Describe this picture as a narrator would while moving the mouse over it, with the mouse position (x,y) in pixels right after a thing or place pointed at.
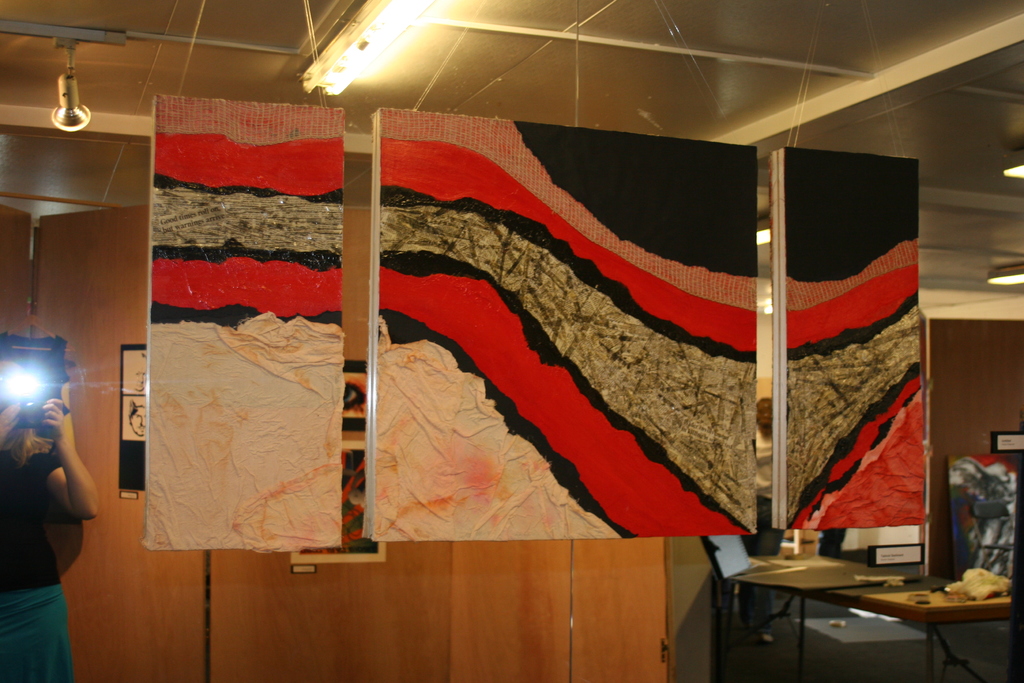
In this image we can see few boards (405,268) with painting (563,248) hanged to the ceiling (291,33), there are few lights (402,31) attached to the ceiling (830,120), in the background (246,586) there is a wooden board (123,291) with posters (362,451) and a woman (73,509) standing beside the board (63,582) and holding a camera (38,425), there are tables (873,599) with few objects (916,596) and a person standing near the table (844,563) on the right side (763,463).
